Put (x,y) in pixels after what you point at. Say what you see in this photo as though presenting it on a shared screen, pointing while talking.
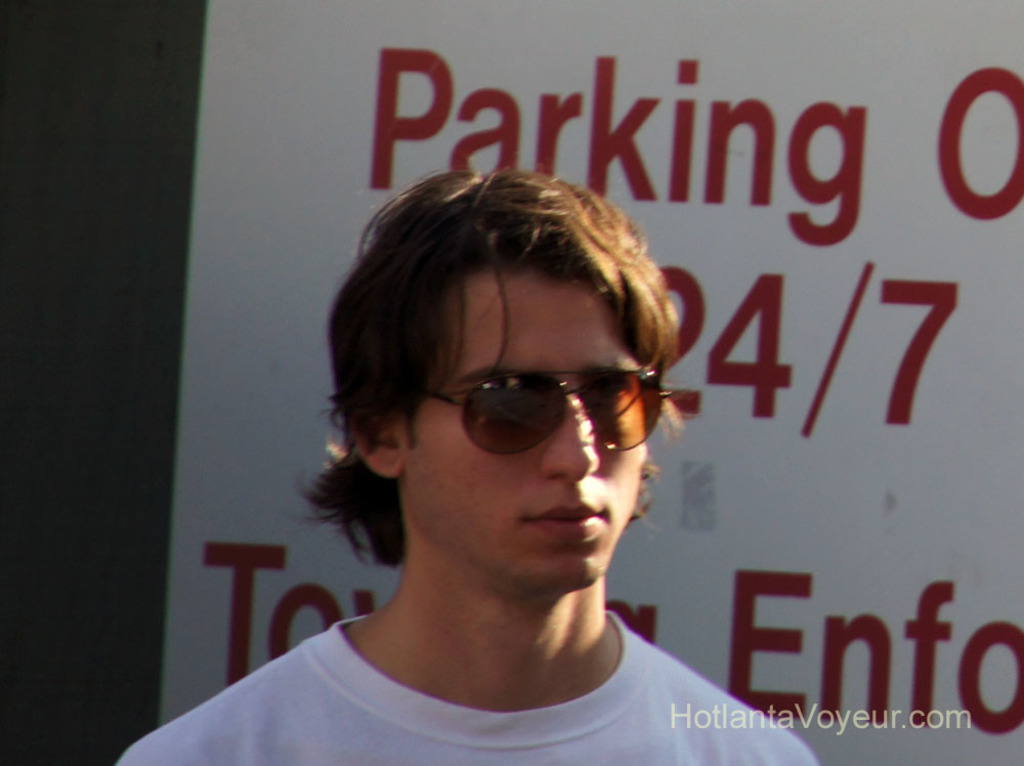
In this image we can see a person (507,547). There is a white board (860,174) behind a person (408,668) on which there is some text (770,708).
